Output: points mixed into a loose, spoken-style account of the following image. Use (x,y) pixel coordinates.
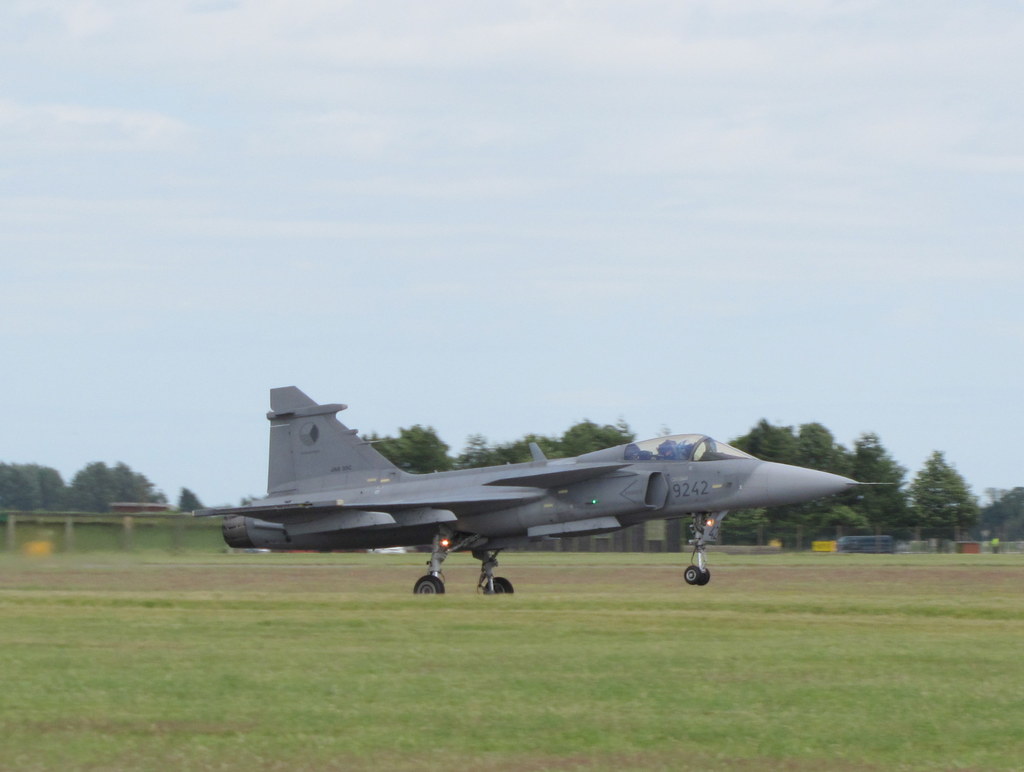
In the picture there is a plane (661,488) taking off from the ground surface (446,613) and behind the plane (445,512) there are many trees (759,543).
